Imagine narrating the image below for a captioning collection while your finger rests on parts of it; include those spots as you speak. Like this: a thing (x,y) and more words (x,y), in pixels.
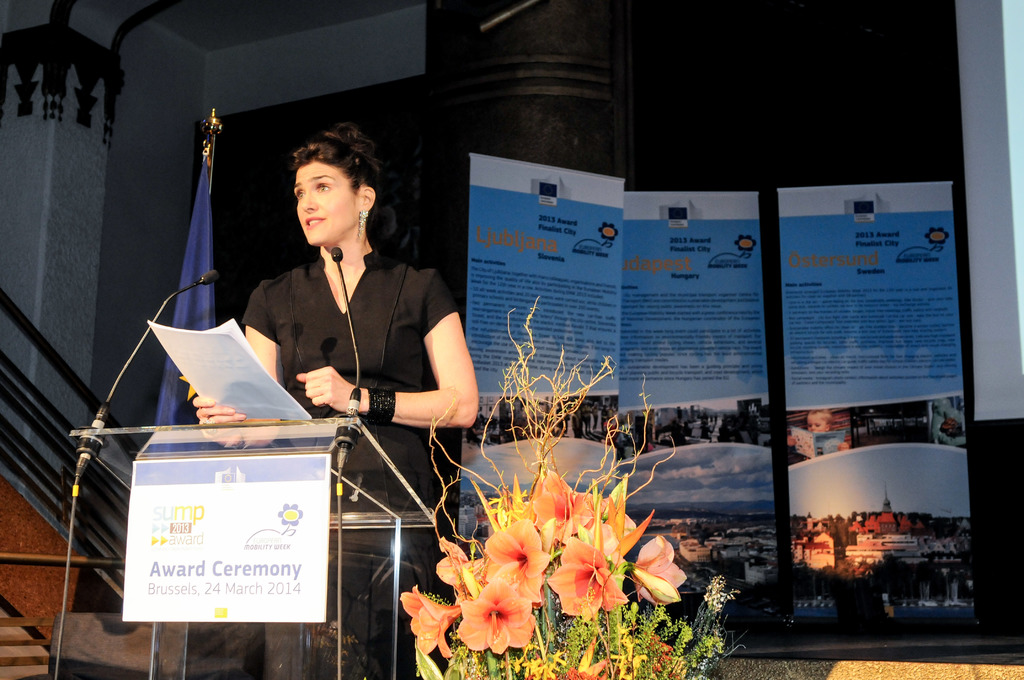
In this image, we can see a woman (400,338) standing and she is holding white color papers (224,371), we can see microphones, in the background (766,539) there are some posters (696,435).
